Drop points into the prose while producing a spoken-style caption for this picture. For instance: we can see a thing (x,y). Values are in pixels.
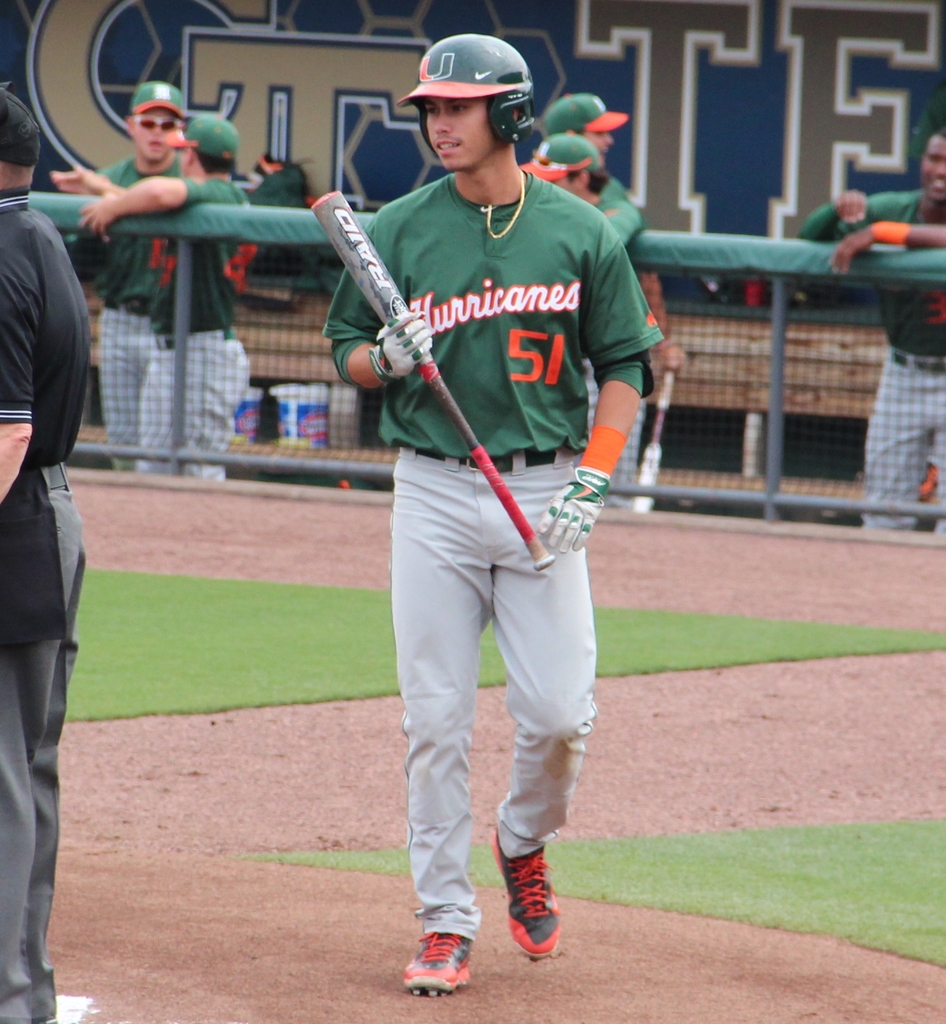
In this image there is a person (390,444) standing on the land (399,1009) having some grass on it. He is holding a bat (366,242) in his hand (428,351). He is wearing a green sports shirt (566,263) and helmet (429,60). Left side (16,983) there is a person (30,282) standing on the land (116,926). Few persons (855,214) are standing behind the fence (836,281). Background (710,163) there is a banner (719,142). Before it there is a bench (747,379) and few objects (320,419) are on the land (375,534).
